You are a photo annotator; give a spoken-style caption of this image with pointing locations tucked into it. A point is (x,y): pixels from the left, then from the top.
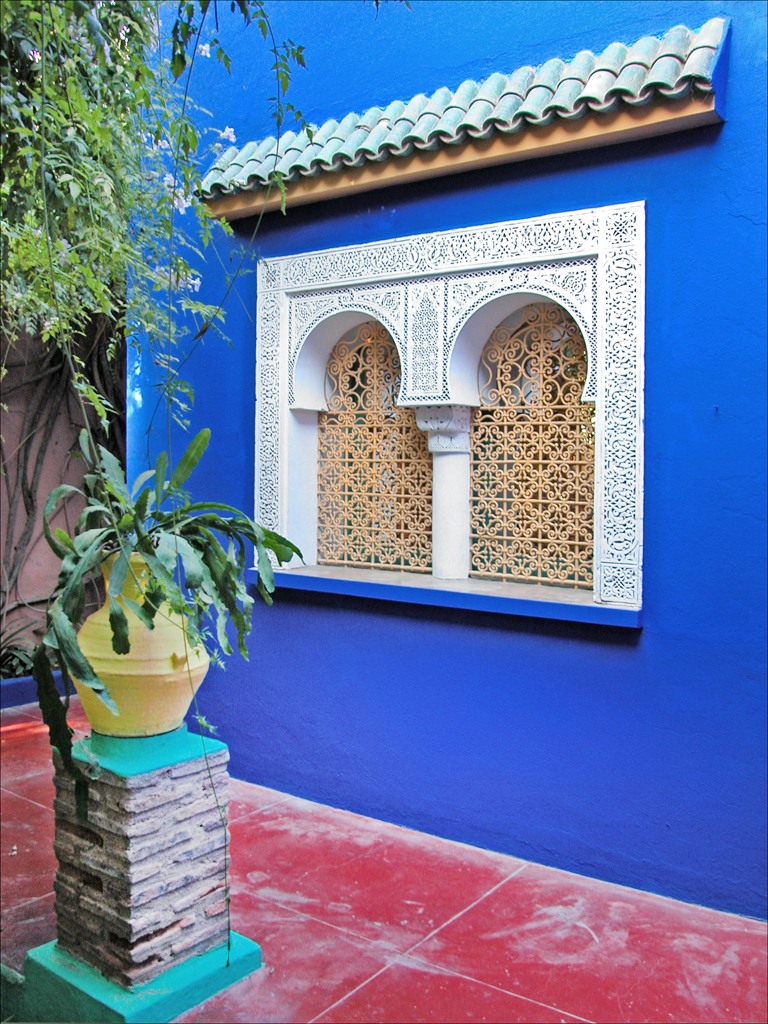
In this picture we can see blue color wall (384,680), few plants (69,485), flowers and tree (157,141), at the bottom of the image (375,983) we can see red color floor (358,912).
